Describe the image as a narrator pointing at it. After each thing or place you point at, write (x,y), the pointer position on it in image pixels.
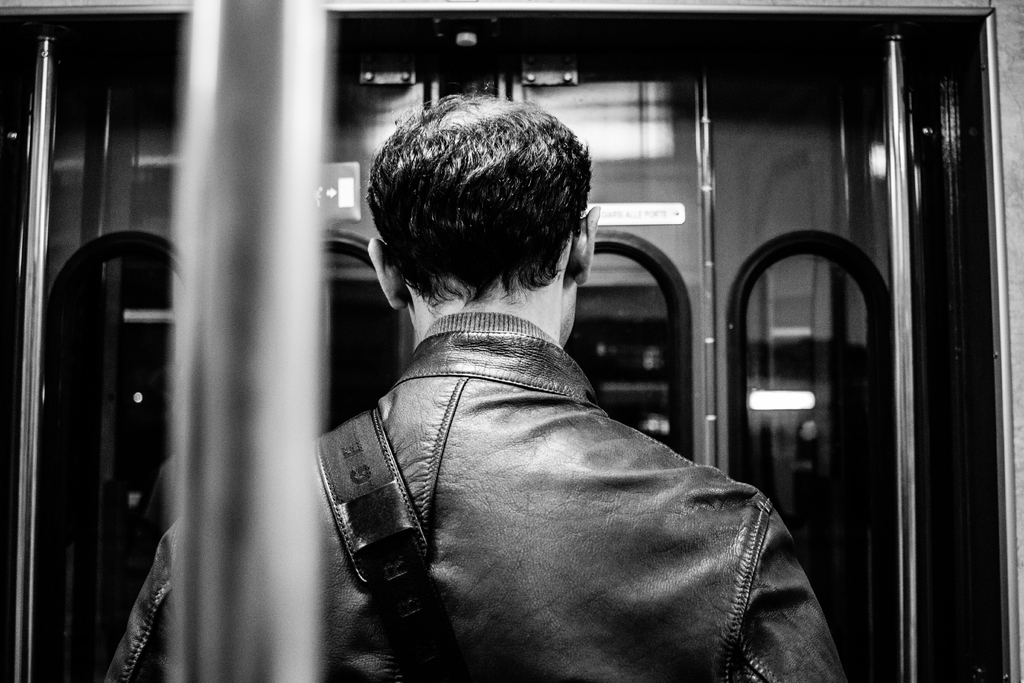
In this picture I can see a person (409,496) wearing bag (411,596), in front of the person (532,631) we can see some mirrors (778,359) and we can see some poles (224,434).
